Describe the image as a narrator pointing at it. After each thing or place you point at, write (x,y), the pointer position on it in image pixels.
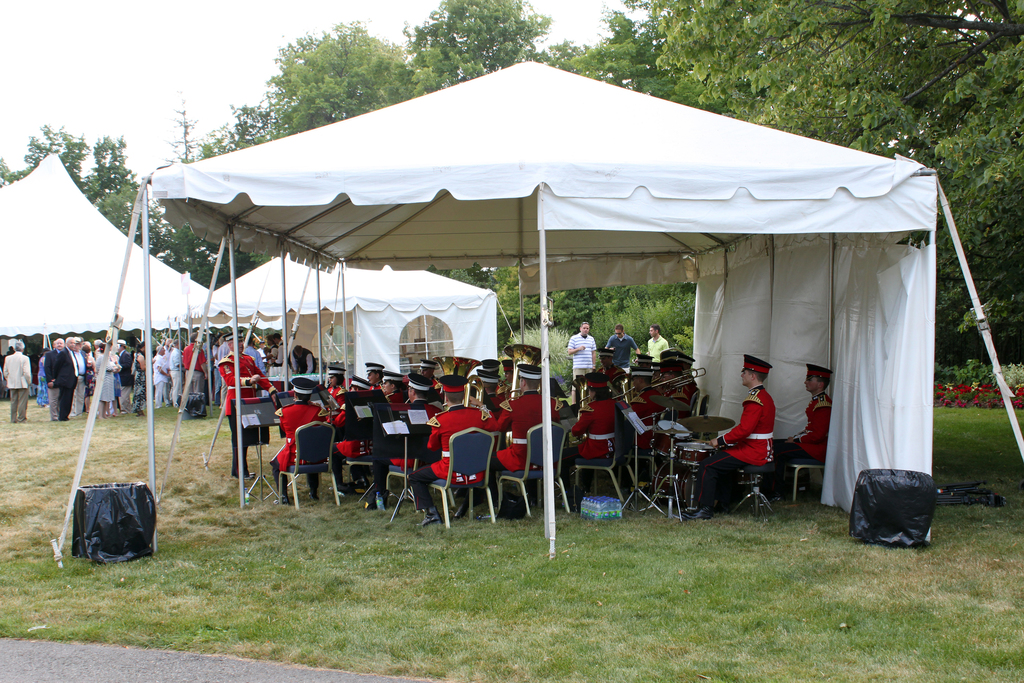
In this image I can see the group of people (254,351) are under the tent (552,479). I can see few people (417,473) are wearing the red color uniforms (435,469) and few people (175,363) are wearing the different color dresses (52,390). In the back (317,114) there are many trees (317,114) and the sky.
